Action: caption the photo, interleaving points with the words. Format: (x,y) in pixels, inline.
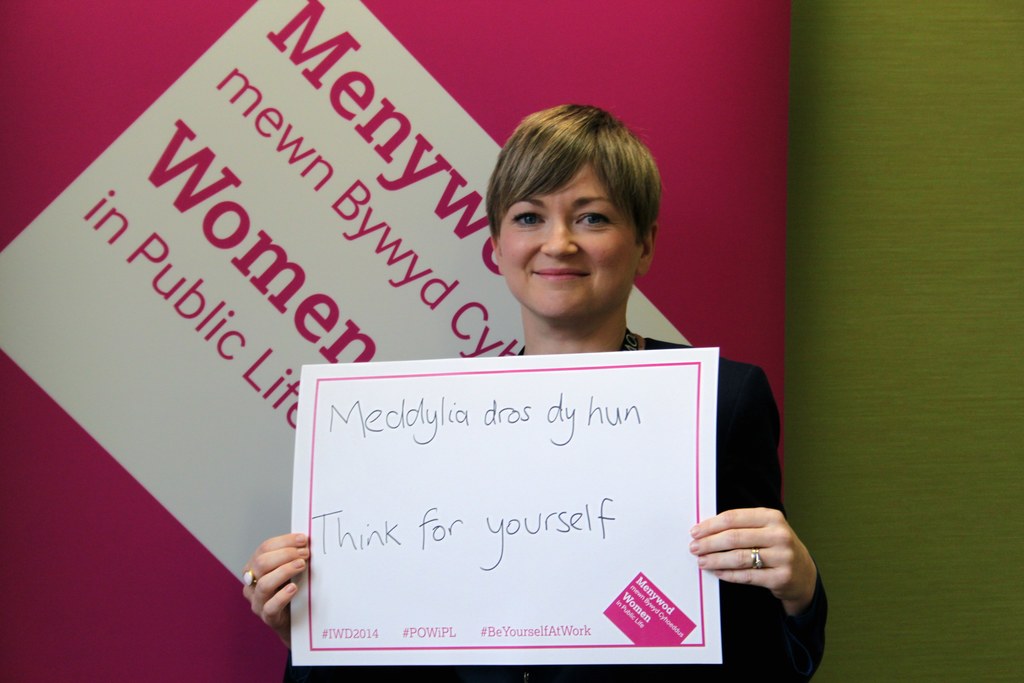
In this image there is a woman (543,286) holding a placard (452,450) in her hand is having a smile on her face (532,201), behind the woman (517,201) there is some text (436,247) on the wall (733,278).
